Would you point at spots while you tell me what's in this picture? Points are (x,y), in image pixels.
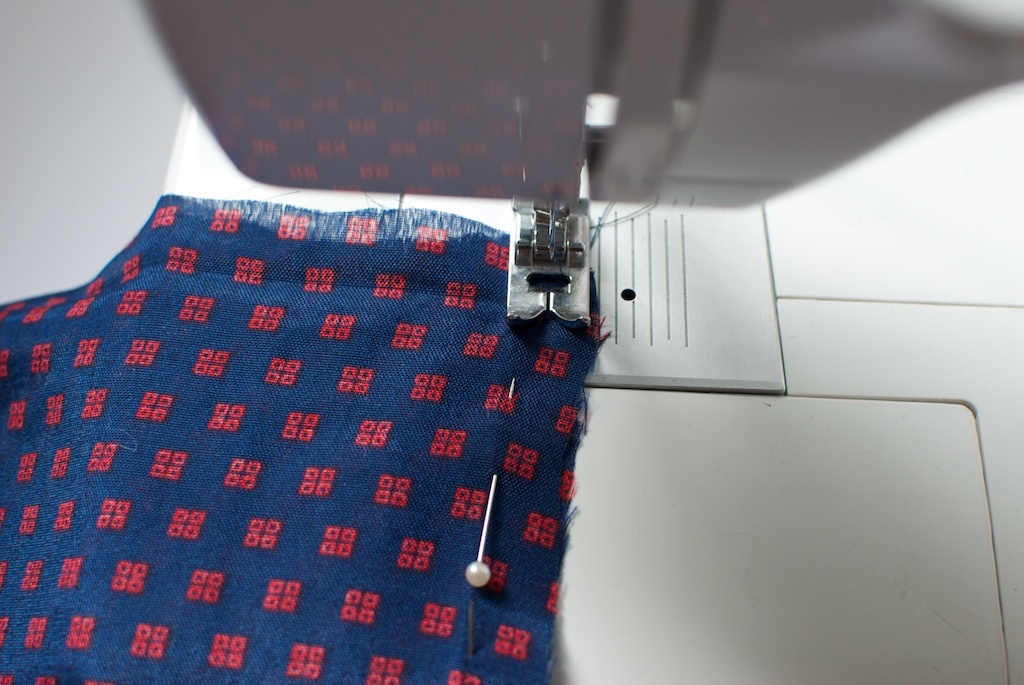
In the foreground of this image (695,313), there is a sewing machine (652,246) on which there is a cloth (288,490) and we can see a pin (473,581) to the cloth (361,537).
